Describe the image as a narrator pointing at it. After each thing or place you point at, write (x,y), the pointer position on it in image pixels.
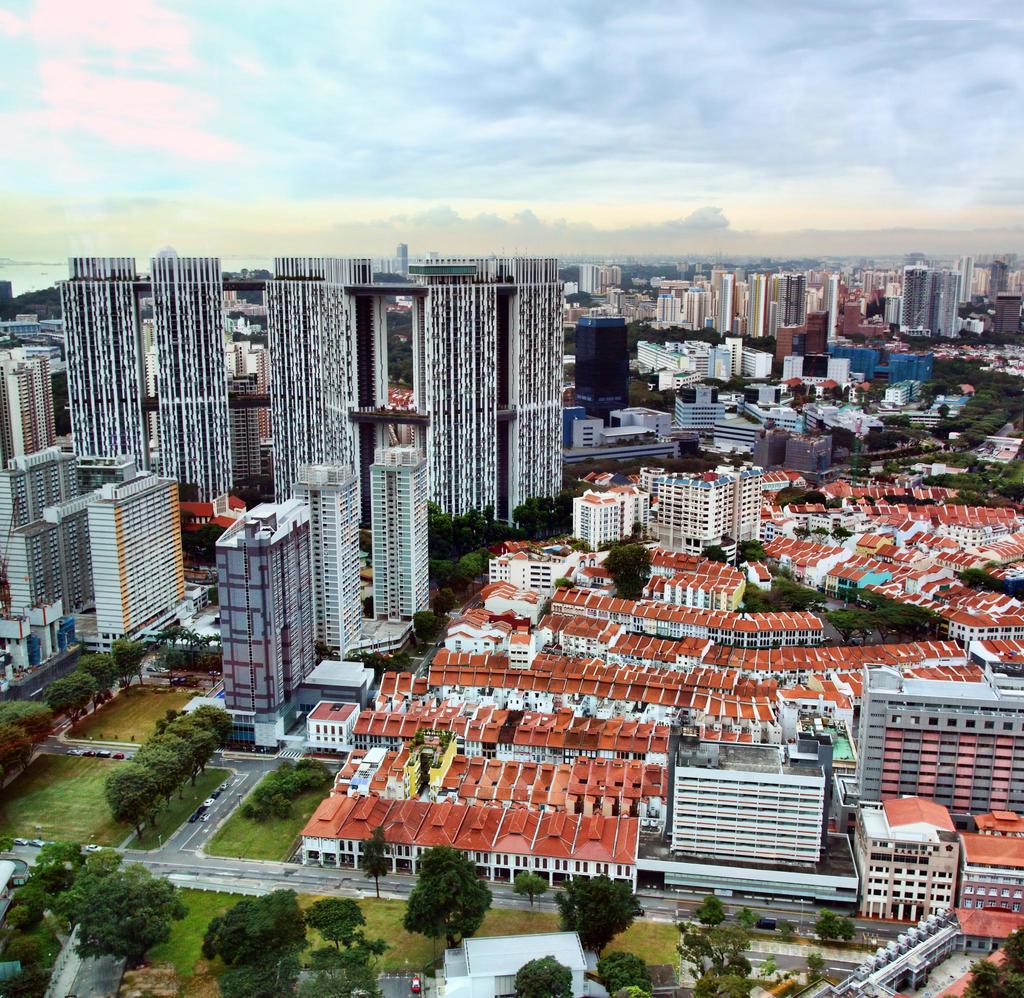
In this image I see number of buildings (512,507) and I see number of trees (9,776) and I see the green grass (275,824). In the background (145,25) I see the sky (507,138) which is a bit cloudy.
